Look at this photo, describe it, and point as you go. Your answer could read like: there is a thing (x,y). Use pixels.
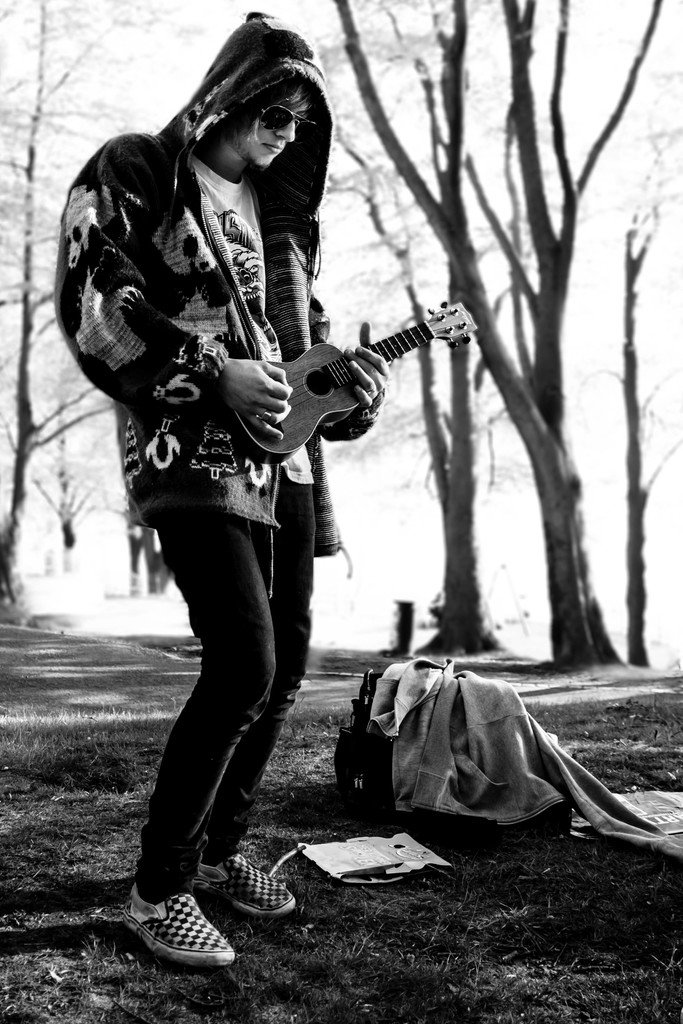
Black and white picture. This man (175,519) wore jacket (296,170) and playing a guitar (324,369). On floor (436,849) there is a bag (378,768) and jacket (433,743). Far there are number of bare trees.
